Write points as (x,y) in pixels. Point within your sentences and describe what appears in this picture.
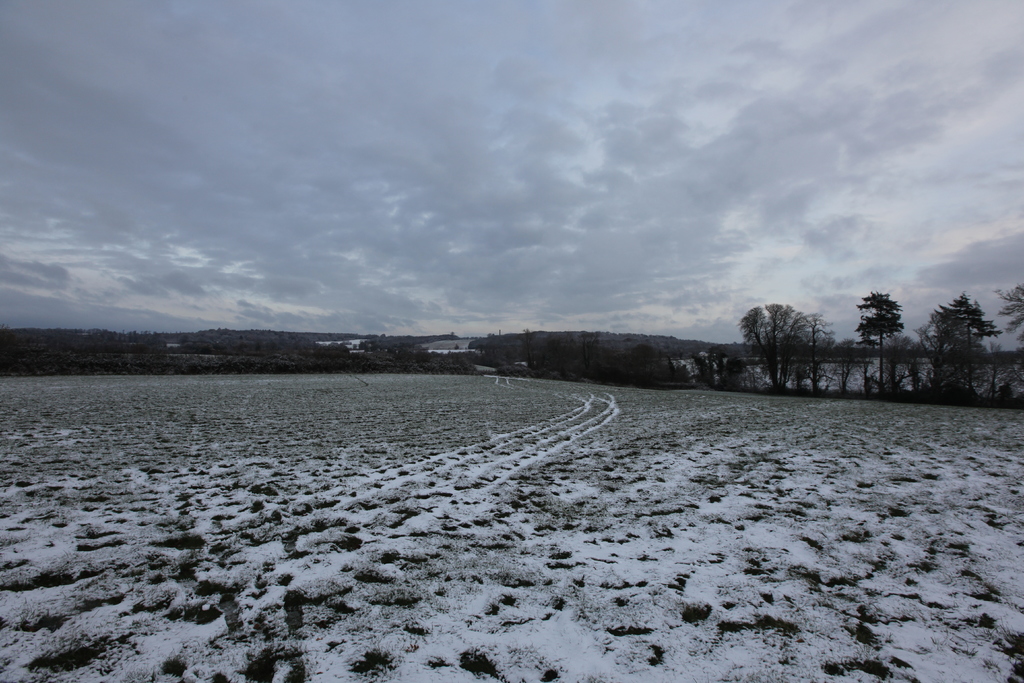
In this picture I can see the farmland (839,458), trees (957,322), plants (937,396) and grass (503,392). At the bottom (379,546) I can see the snow (994,509). At the top (458,79) I can see the sky (367,123) and clouds (338,143). In the right (856,364) background it might be the water (842,379).
